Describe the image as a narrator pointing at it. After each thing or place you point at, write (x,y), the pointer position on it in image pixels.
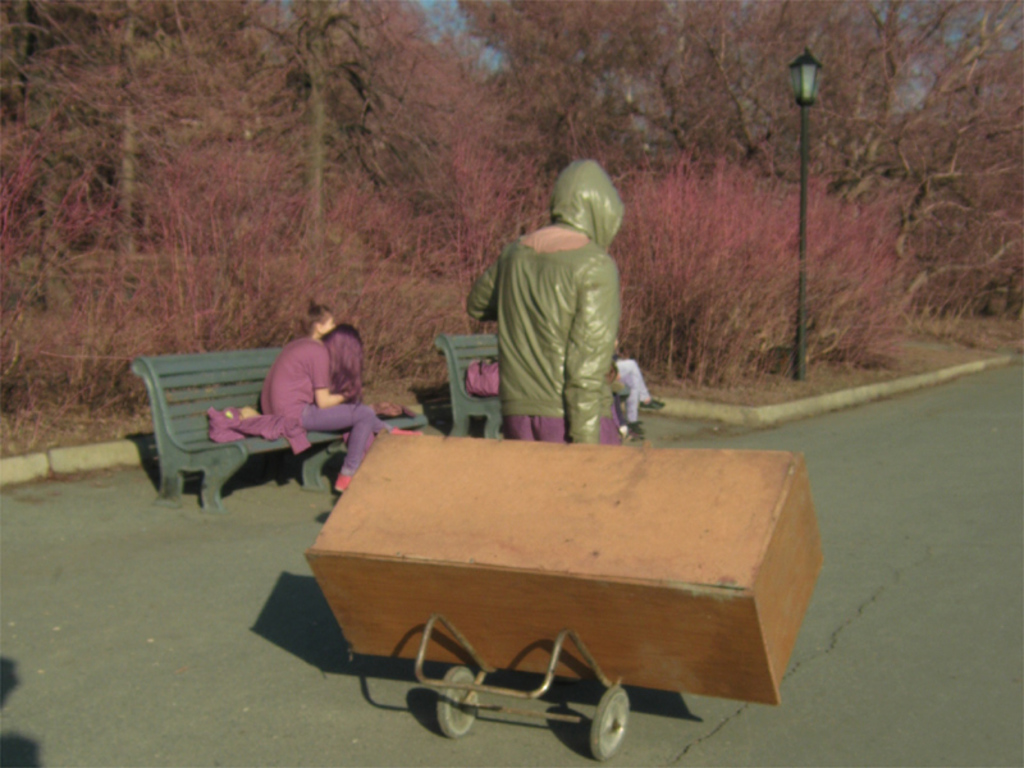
In this image we can see a person (550,233) is carrying some wooden thing (550,595) in a cart (603,680). Behind him people (335,400) are sitting on the benches (235,383). Behind the benches (171,385) dry trees (567,132) are present and one black color pole (805,200) is there.
